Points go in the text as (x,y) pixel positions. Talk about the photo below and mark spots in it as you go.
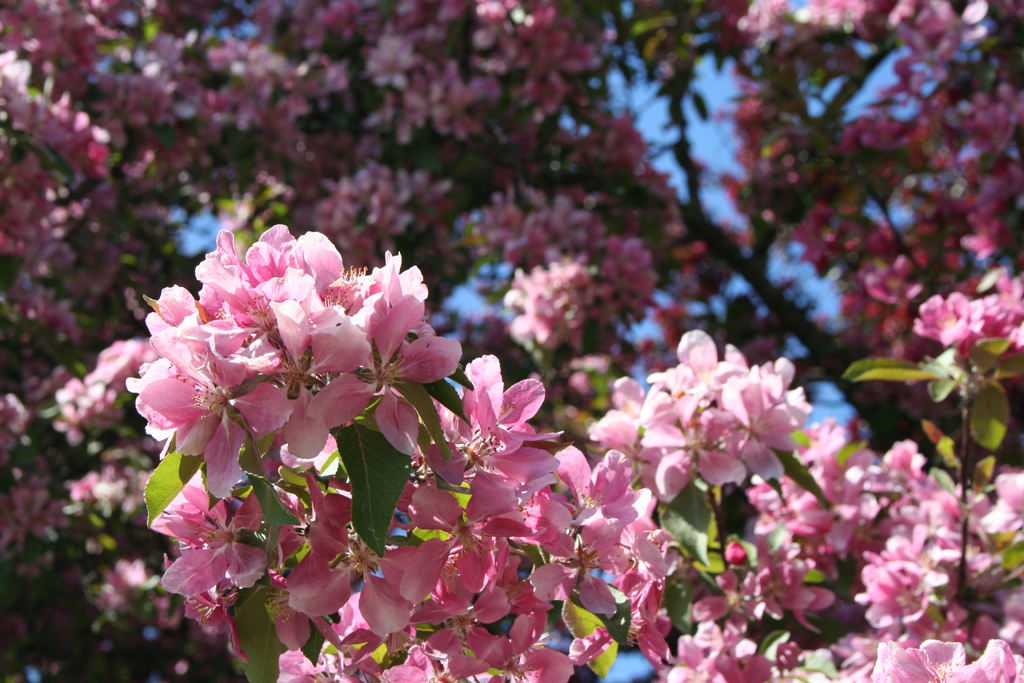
In this image I can see a tree (309,497) along with the flowers (319,547) and leaves (369,484). The flowers (339,515) are in pink color. In the background (705,159), I can see the sky (707,153).
